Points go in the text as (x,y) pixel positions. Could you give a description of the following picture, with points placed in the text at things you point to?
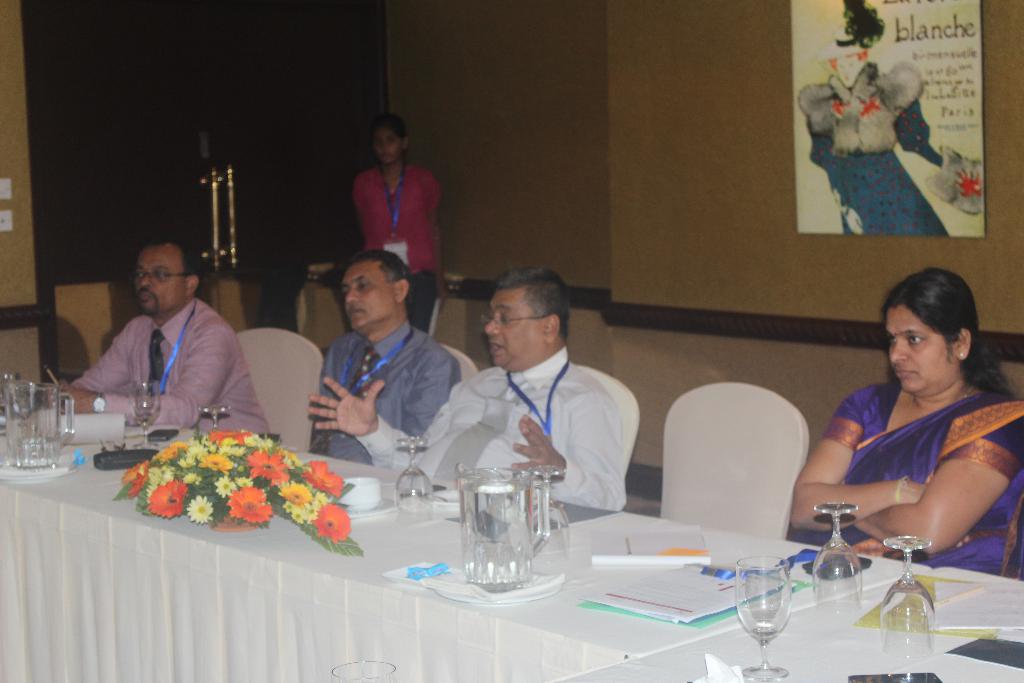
This image is clicked in a room (462,596). There is a table (569,580) in the middle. There are chairs (792,469) on which people (165,382) are sitting. On the table (260,565) there is a bouquet (249,469), jar (51,399), glass (402,499), book (617,557), pages (674,592), mobile phones (895,678). There is a frame (914,126) on the top right corner (882,197). There are doors (202,220) on the left side (265,90).
